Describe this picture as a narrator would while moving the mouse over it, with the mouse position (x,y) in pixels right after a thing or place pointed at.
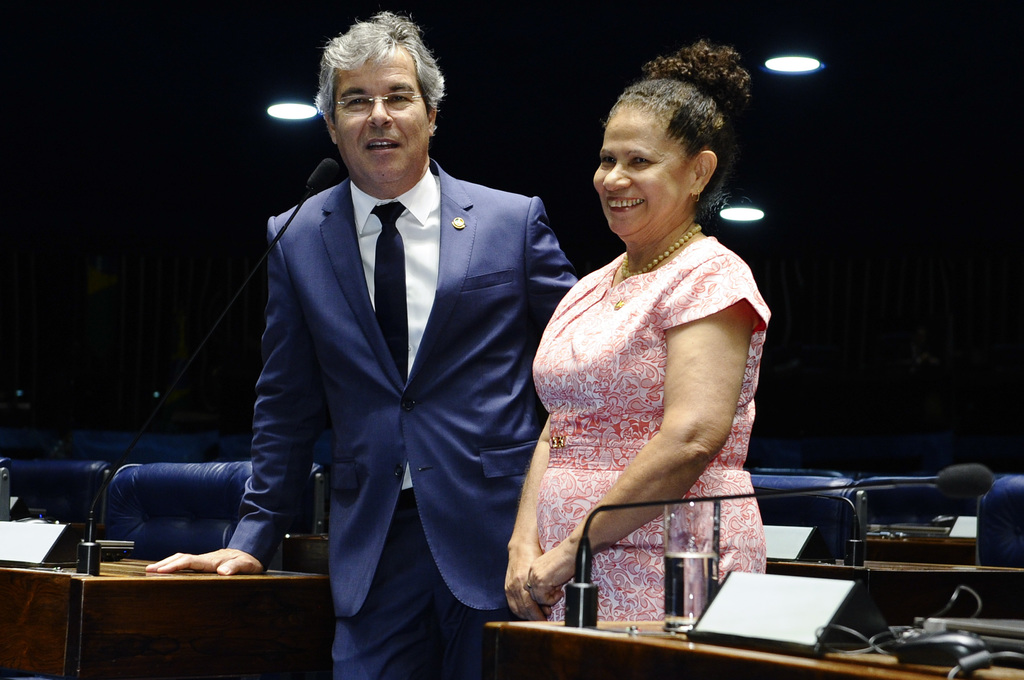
In this picture there is a old couple (435,337) in the front (466,400), smiling and giving a pose to the camera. In the front (806,673) there is a table (836,653) with microphone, water glass (680,589) and cables (852,652). Behind there is a dark background (961,264).
